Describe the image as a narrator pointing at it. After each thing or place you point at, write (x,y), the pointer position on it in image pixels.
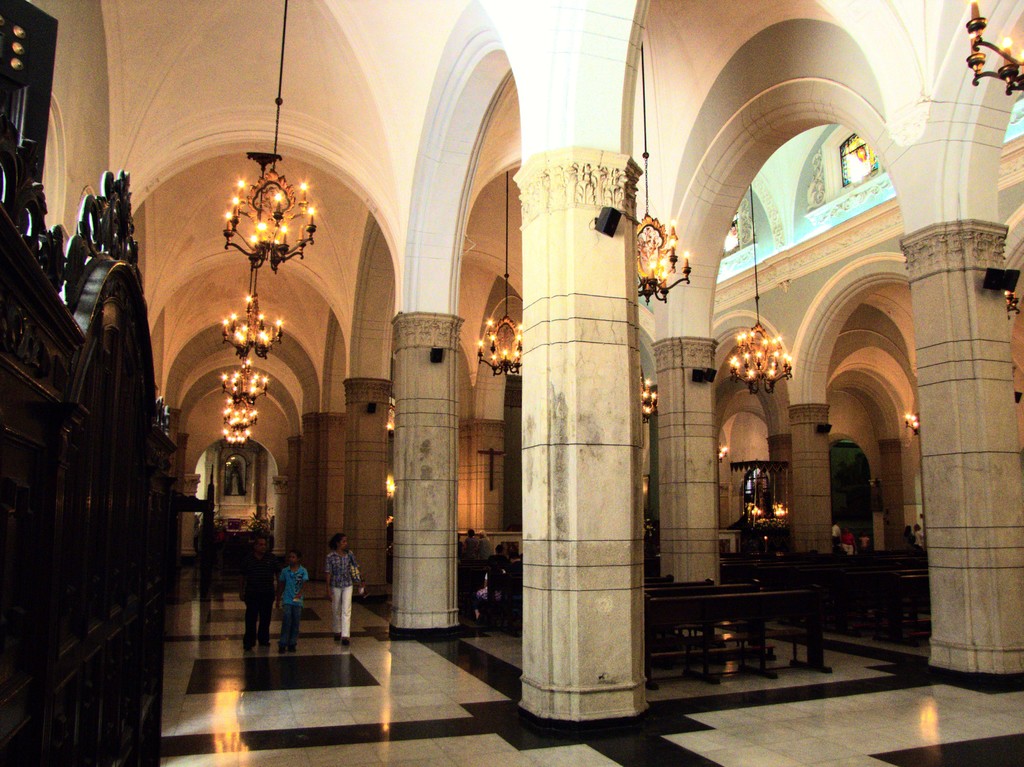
In this image I see the pillars (529,498), benches (896,586) and I see few people (350,568) and I see the floor (437,668). In the background (703,315) I see the chandeliers (256,247) and I see the white color wall (83,110).
